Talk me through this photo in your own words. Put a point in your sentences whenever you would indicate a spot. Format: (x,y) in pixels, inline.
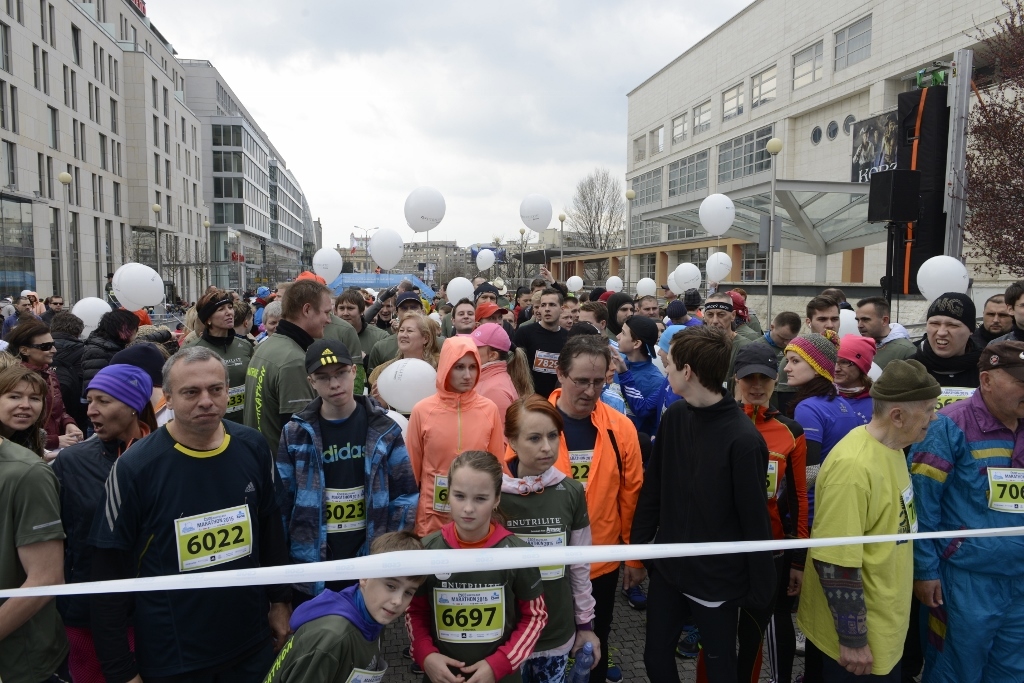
In this image, there are a few people (625,390), balloons (427,200), buildings (784,201), trees (583,232) and poles (771,180). We can also see a white colored ribbon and the sky (519,104) with clouds (494,187). We can also see a black colored object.
